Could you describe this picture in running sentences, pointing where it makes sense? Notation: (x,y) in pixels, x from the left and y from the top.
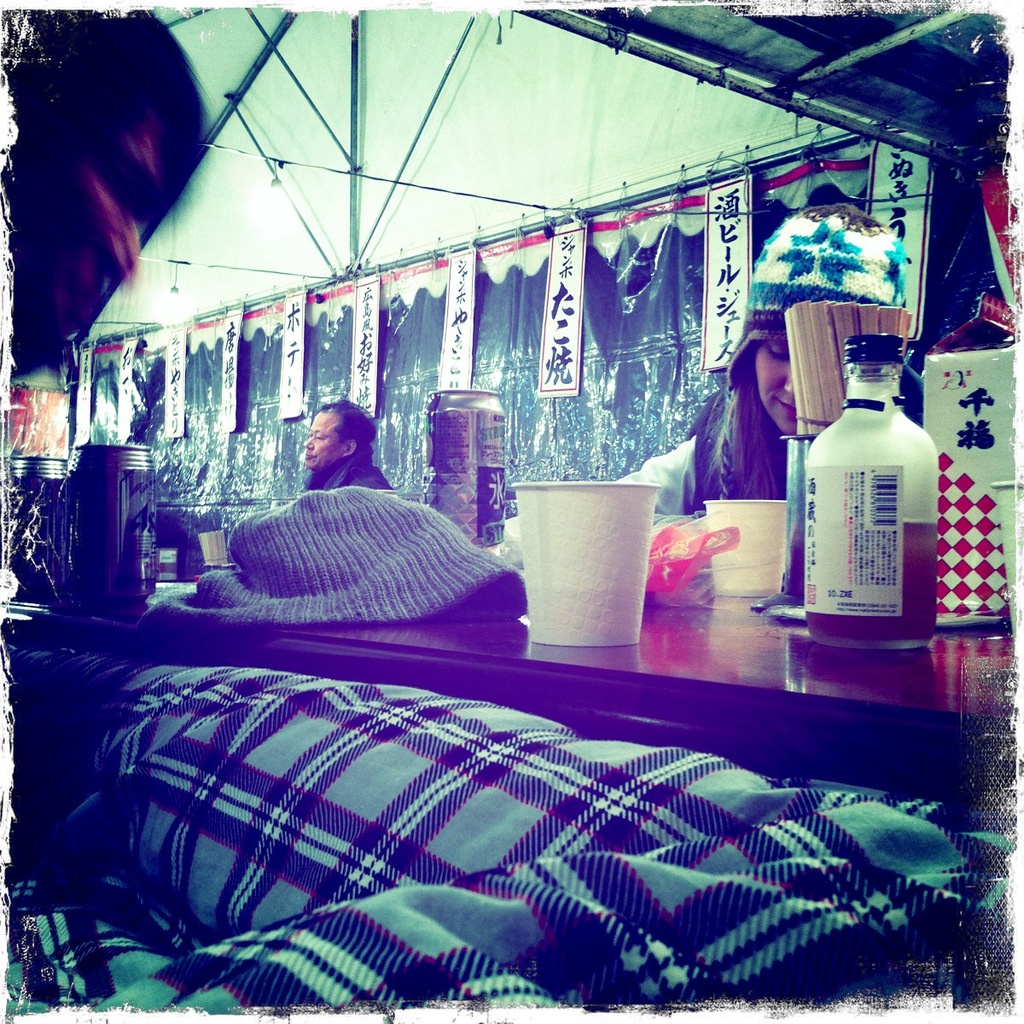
In this picture we can see a woman (778,270) sitting on the chair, and in front (664,611) here is the table (648,631) and glass (561,618) and some objects (450,490) on it, and here is the man (349,431) sitting.
